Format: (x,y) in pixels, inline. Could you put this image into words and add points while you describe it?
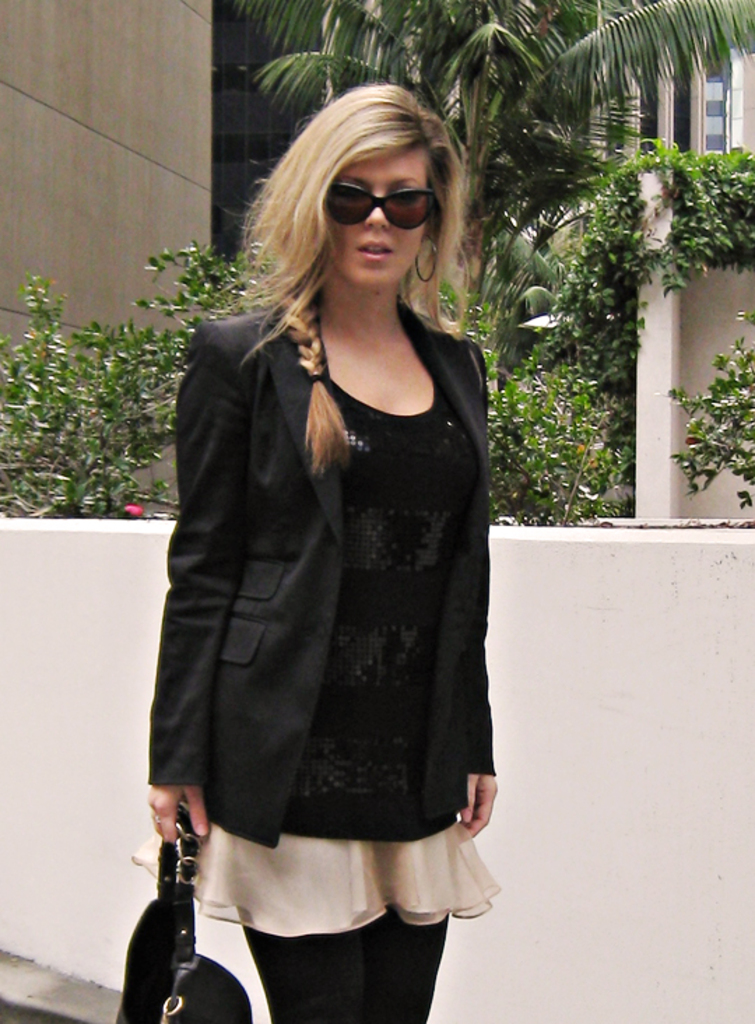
This picture is of outside. In the center (410,407) there is a woman (376,796) wearing black color t-shirt (420,702), holding a bag (184,860) and standing. In the background (714,10) we can see the building (720,110), trees (543,52) and some plants (695,473).
